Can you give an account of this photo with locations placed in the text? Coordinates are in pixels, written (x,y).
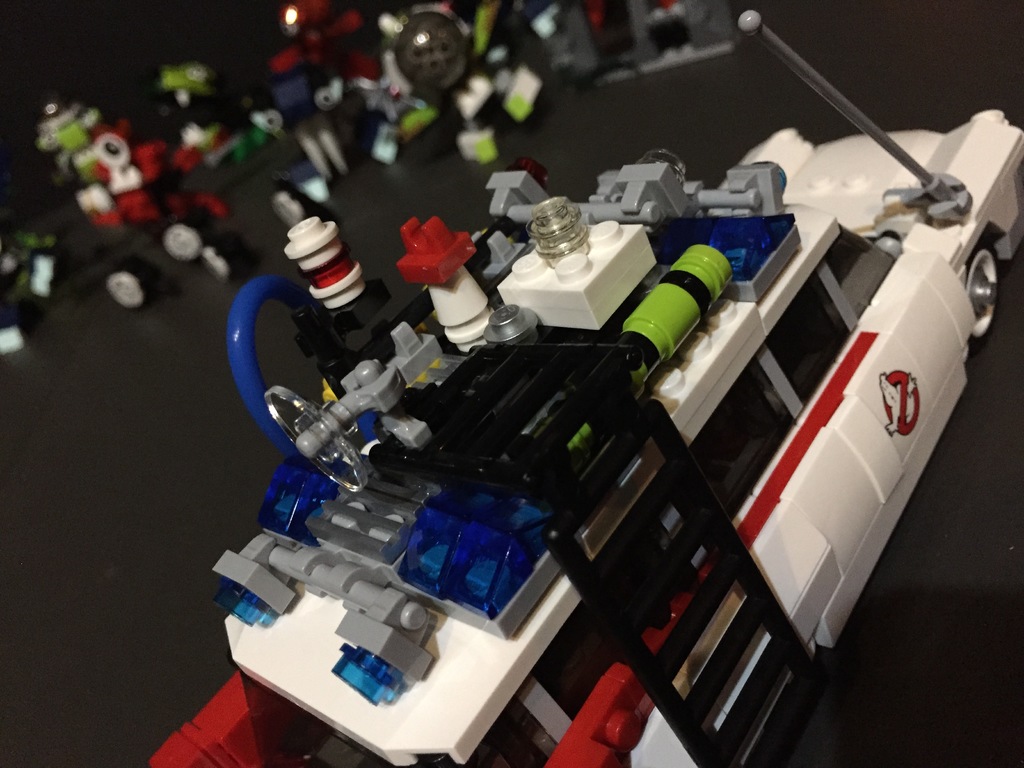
In the image on table (869,613) we can see a toy car (723,443) in background (305,142) we can see some toys (657,68).
